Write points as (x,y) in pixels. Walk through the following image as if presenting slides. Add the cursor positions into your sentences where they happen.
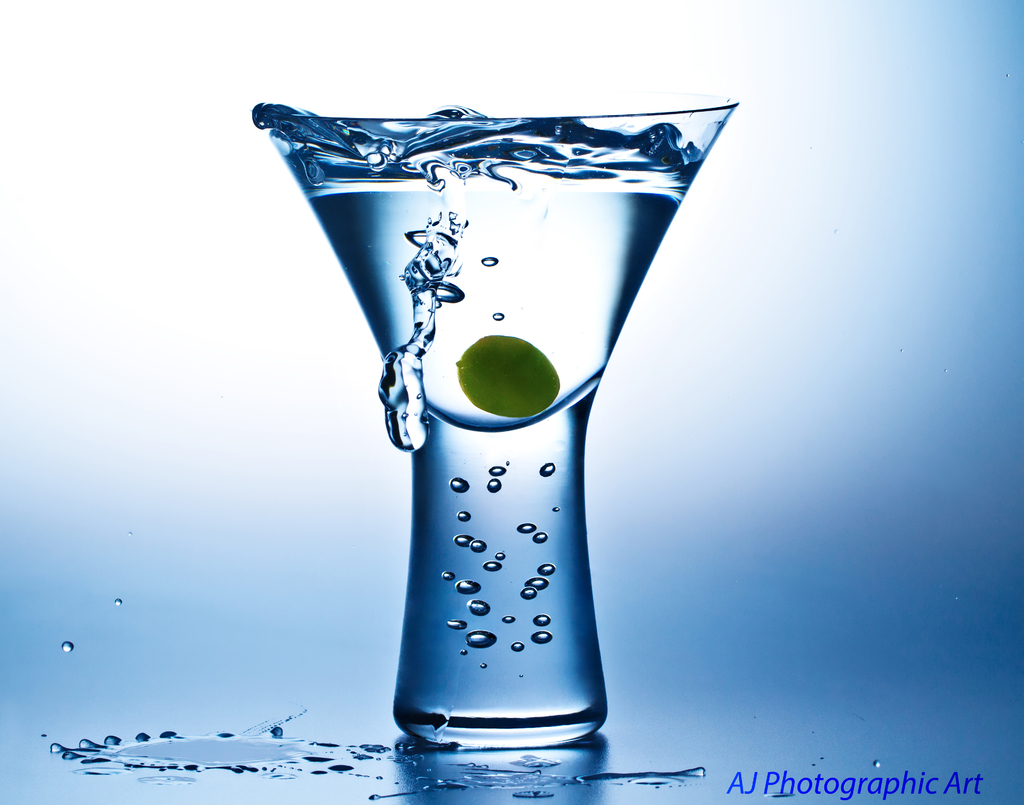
In this image there is a glass (444,587) with water (513,284) and an item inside the glass (490,526), there is a watermark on the image.
